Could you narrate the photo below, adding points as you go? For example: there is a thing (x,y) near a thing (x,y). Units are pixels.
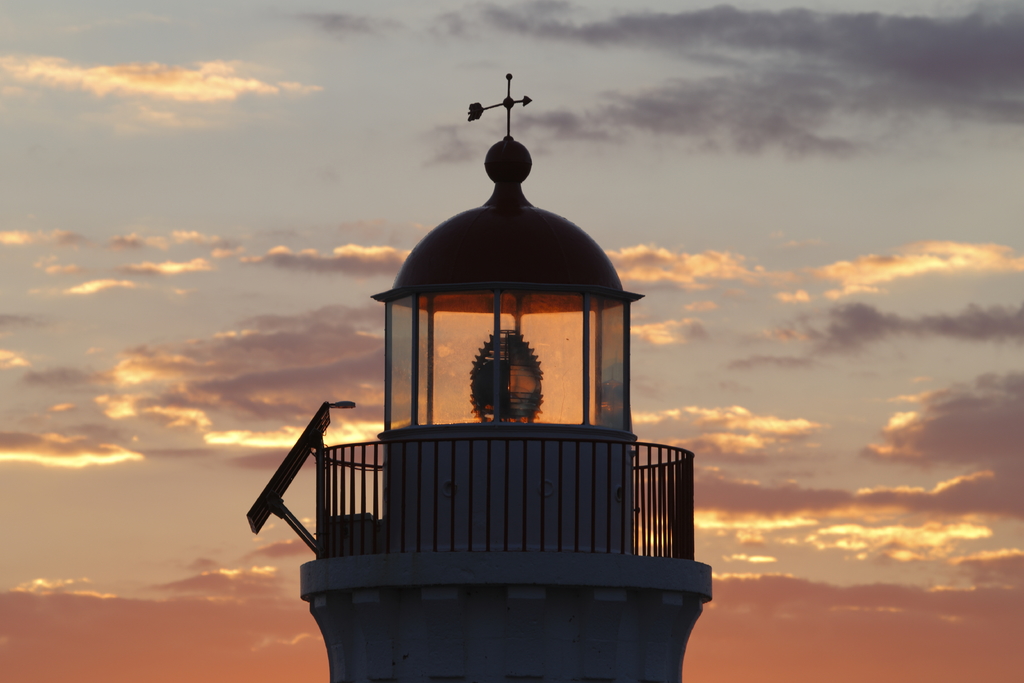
In this picture we can see a lighthouse (563,354) and the cloudy sky (756,264) in the background (680,289).
